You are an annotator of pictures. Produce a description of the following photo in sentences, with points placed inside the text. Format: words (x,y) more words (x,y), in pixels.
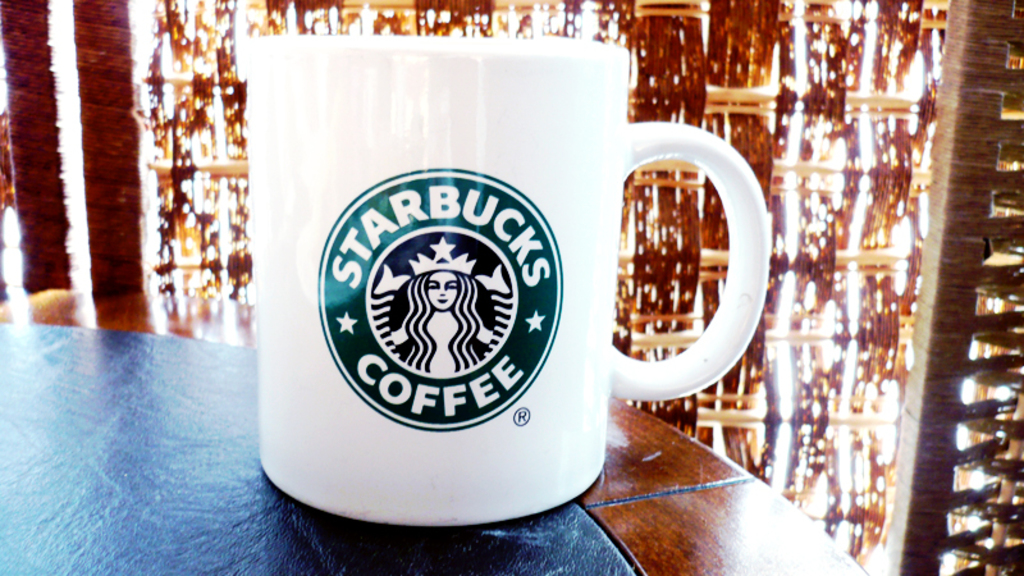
In the center of the image (435,261) there is a cup (385,249) placed on the table (429,552). In the background (379,27) there is a blinds (844,54).
